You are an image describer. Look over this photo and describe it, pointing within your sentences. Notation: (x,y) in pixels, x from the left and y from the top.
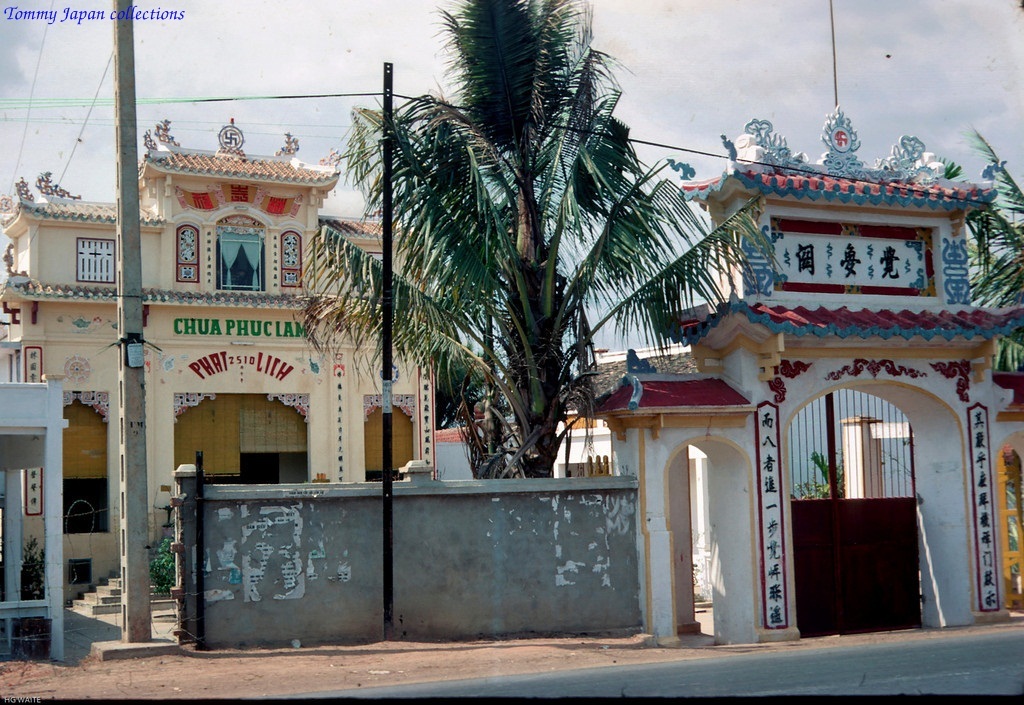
In this image in the center (347,341) there is one building (97,292) and on the right side (911,452) there are some houses (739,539), gate (814,536), wall (431,544) and in the center (390,251) there is one pole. And also in the center (552,394) there is one tree (507,191) and some wires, at the bottom (823,682) there is a road (850,651). On the top of the image (643,32) there is sky (623,29).
